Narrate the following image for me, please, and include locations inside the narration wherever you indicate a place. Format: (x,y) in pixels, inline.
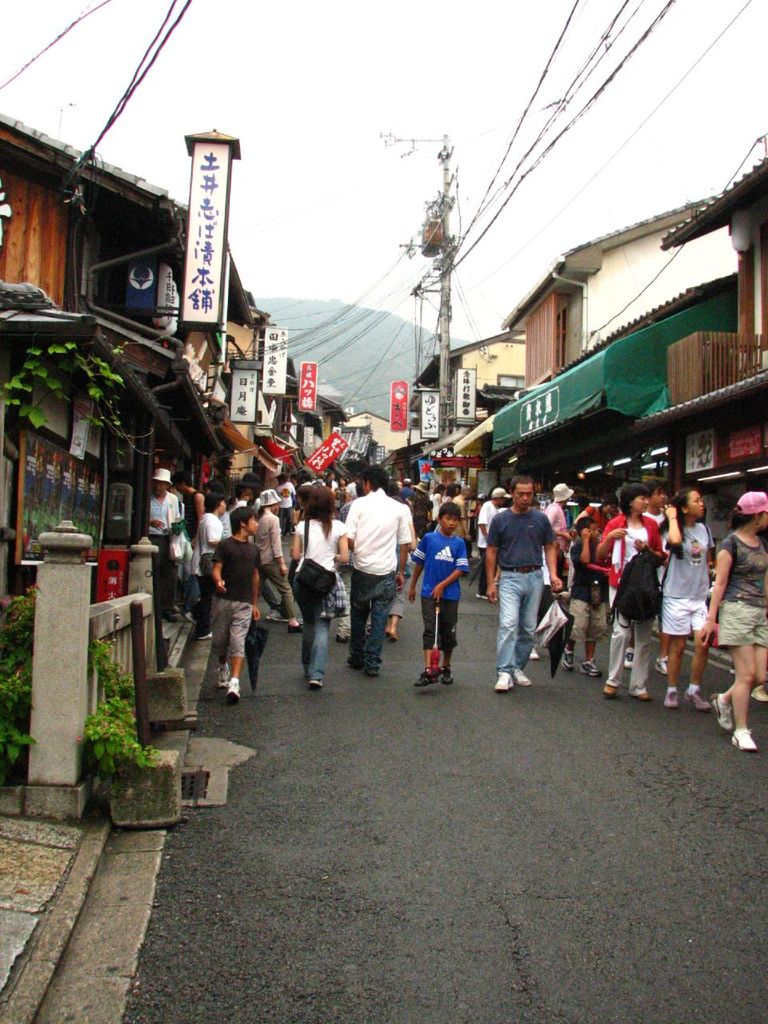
This picture describes about group of people (591,576), few are standing and few are walking on the road (372,685), beside to them we can see few hoardings (306,395), houses (118,406), plants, pole (450,288) and cables (410,250).
